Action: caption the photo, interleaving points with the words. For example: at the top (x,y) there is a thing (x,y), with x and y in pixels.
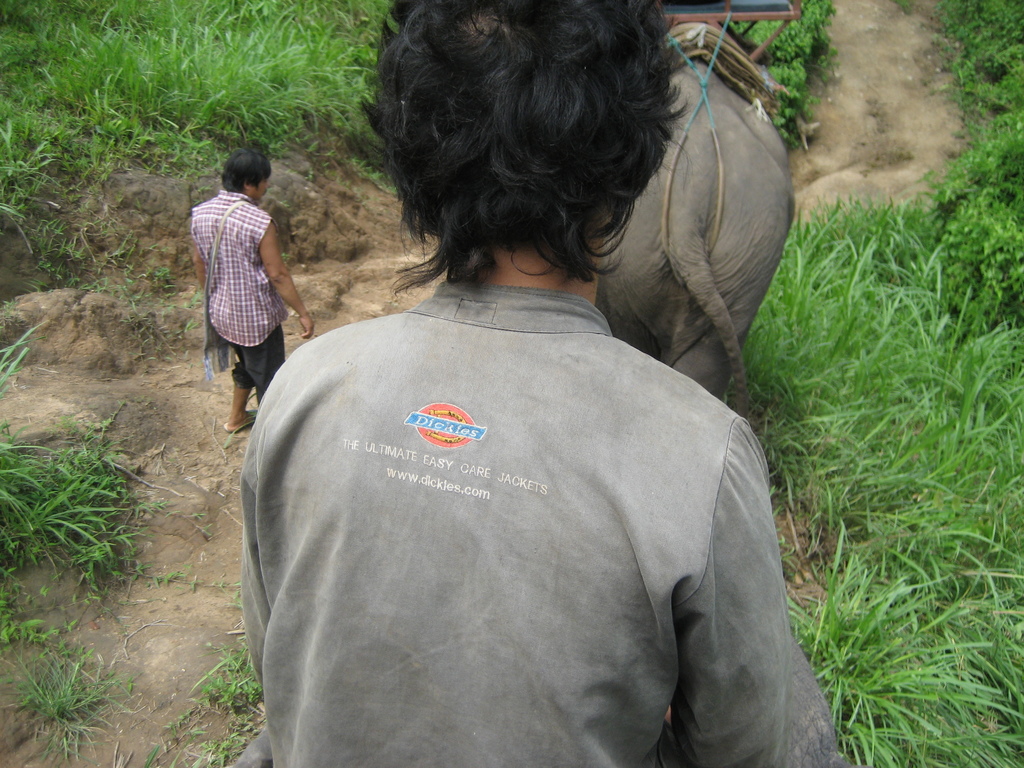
In front of the image there is a person (518,505), in front of the person (477,316) there is an elephant (711,172), beside the elephant (699,159) there is another person (260,271), around them there is grass (376,67).
